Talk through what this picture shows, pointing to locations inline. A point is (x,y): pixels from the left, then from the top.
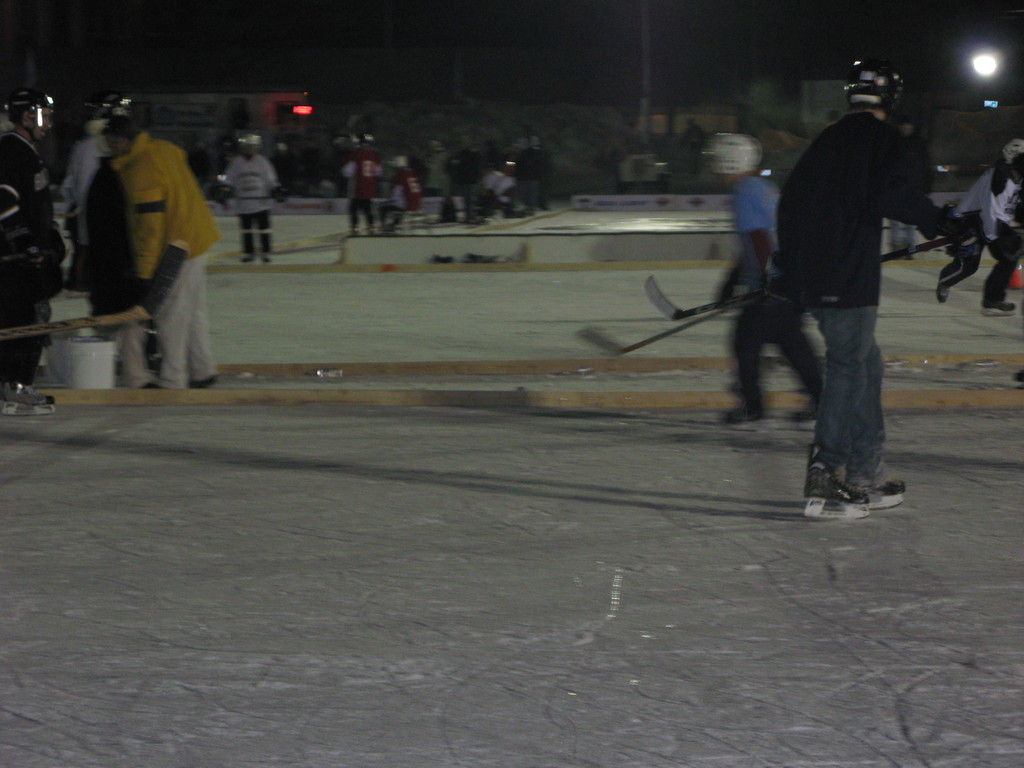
In this picture we can see a group of people (834,279) standing on the ground (909,516) where some persons (811,194) wore helmets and holding hockey sticks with their hands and in the background (244,90) we can see lights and it is dark.
